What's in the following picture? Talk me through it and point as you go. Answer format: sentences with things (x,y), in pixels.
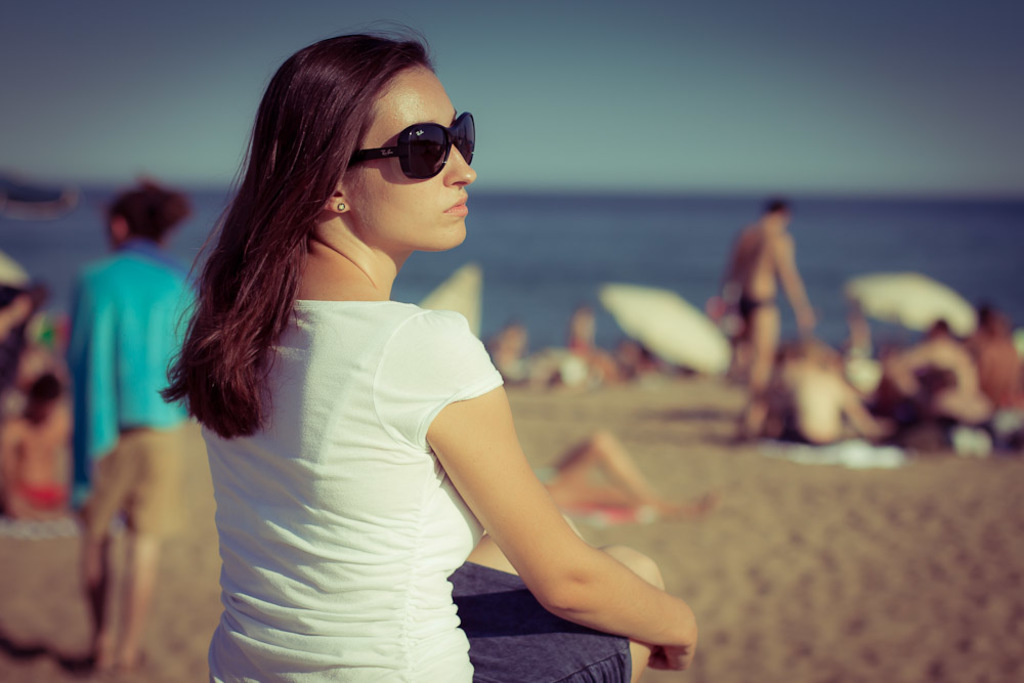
In this image there is one women (377,519) sitting in middle of this image (408,436) is wearing white color t shirt (351,492) and wearing black color goggles (401,148) and there is one women (158,451) at left side of this image (158,429) and there are some persons (751,424) at right side of this image (930,397) and there is a water (712,274) in middle of this image (654,263) and there is a sky (683,90) at top of this image (643,65).
